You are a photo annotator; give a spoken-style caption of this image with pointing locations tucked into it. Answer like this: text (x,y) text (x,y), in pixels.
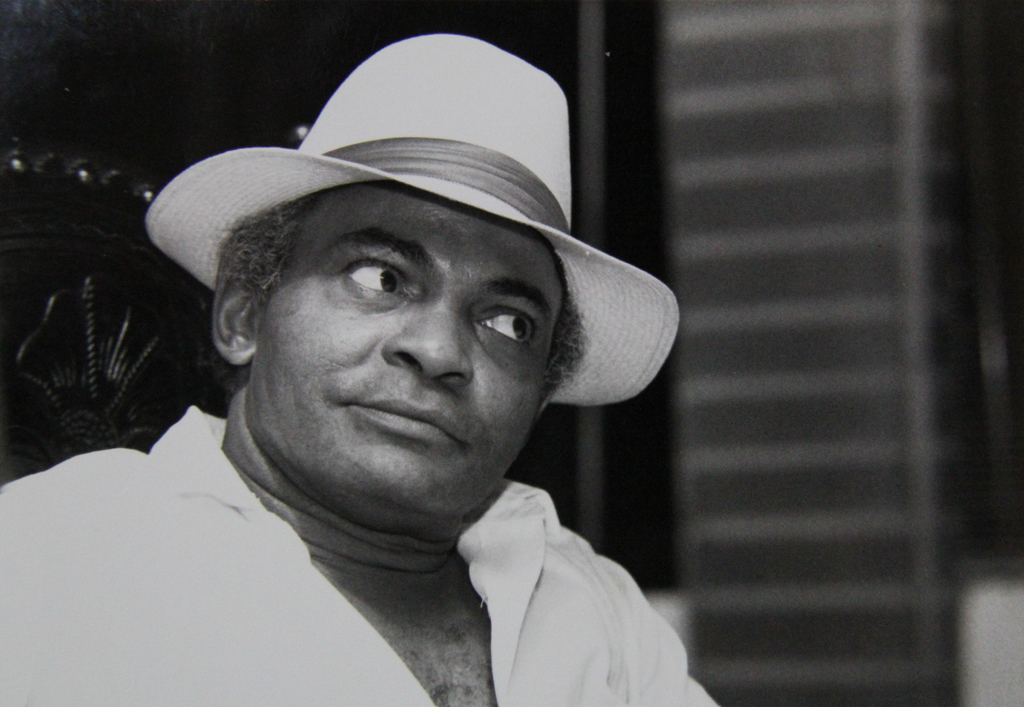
In this picture we can see a man (333,605) wore a hat (437,101) and in the background (757,187) it is dark.
